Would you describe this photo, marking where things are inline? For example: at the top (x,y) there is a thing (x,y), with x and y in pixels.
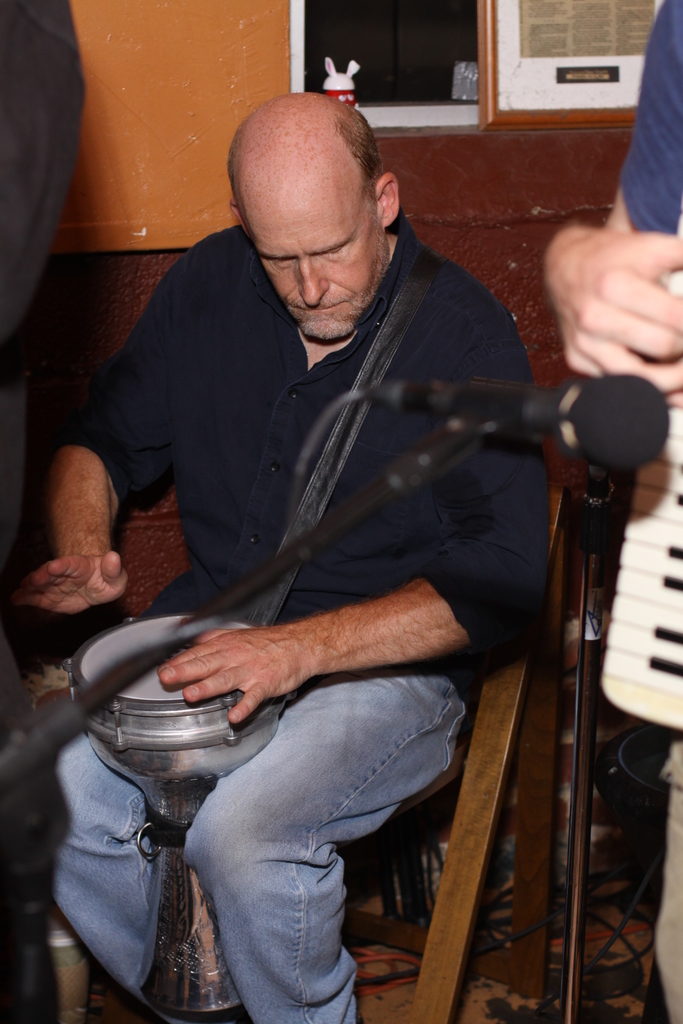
In this picture, there is a man (370,667) sitting on the chair (478,851) and he is playing a drum (228,712). He is wearing a black shirt (329,360) and blue jeans (336,830). Towards the right (652,586), there is a person (649,140) playing an accordion (675,601). Beside him, there is a mike (572,419). In the background (86,136), there is a wall (450,163).
